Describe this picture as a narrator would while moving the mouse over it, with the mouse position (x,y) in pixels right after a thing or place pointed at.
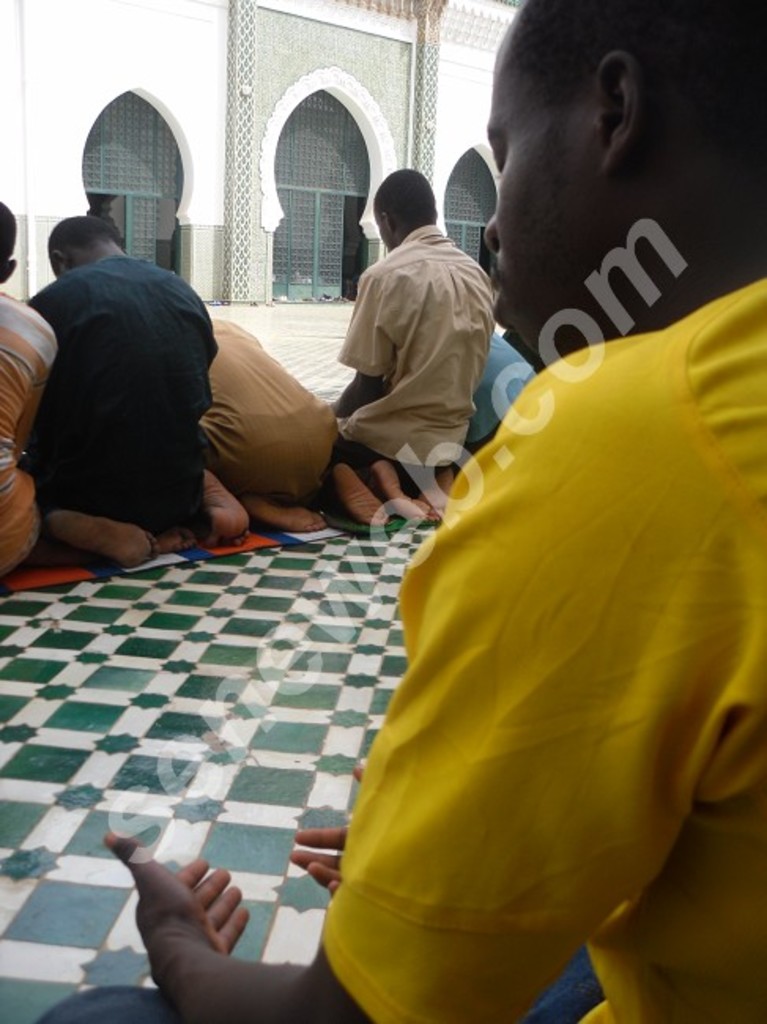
In this picture we can see there are groups of people (750,980) sitting and in front of the people (83,421) there is a wall (73,188) and on the image there is a watermark (632,265).
